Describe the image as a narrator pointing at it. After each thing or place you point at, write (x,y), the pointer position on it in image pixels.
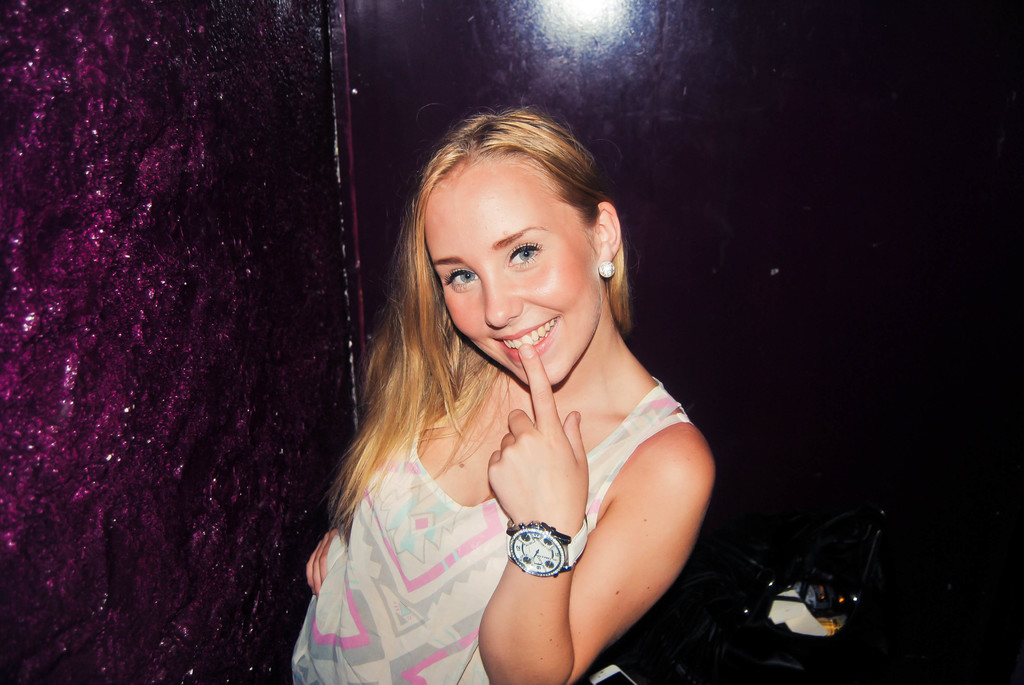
There is a woman (585,460) in a t-shirt (499,566), wearing a watch (528,524), placing a finger (534,359) on her lip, smiling and standing, near a mobile (605,684) on the table (617,653) and wall (199,371). The background (240,133) is dark in color.
